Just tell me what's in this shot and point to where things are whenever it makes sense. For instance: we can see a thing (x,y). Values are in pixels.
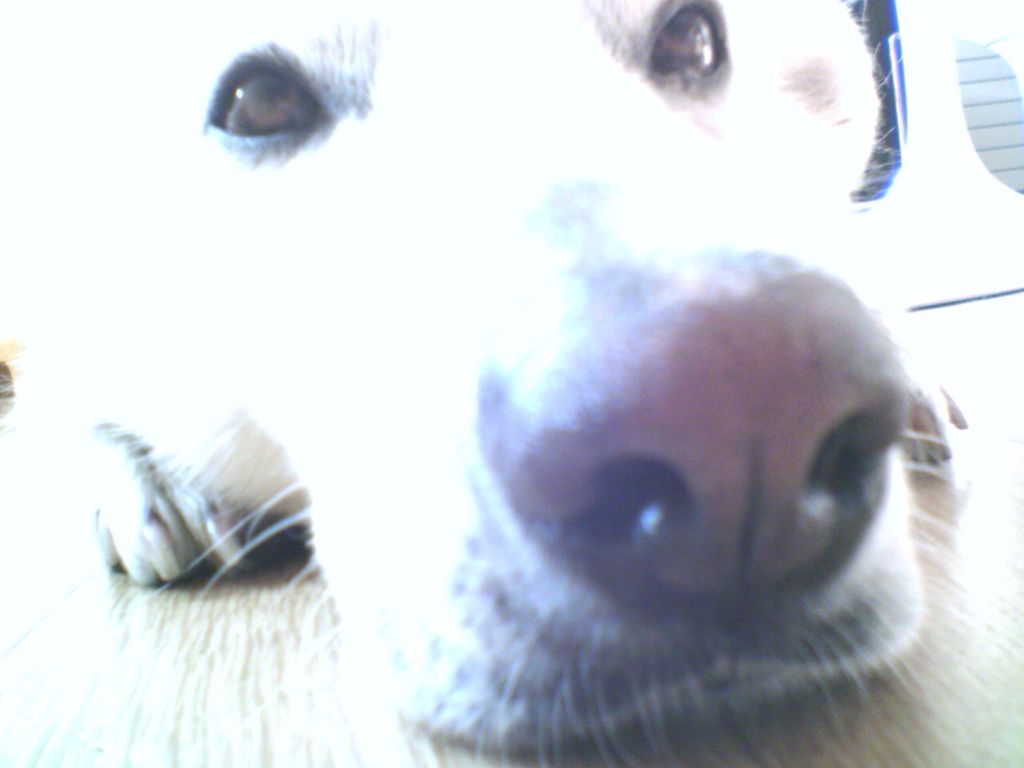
In this image I can see a dog (491,145) which is white in color on the floor (252,632).
